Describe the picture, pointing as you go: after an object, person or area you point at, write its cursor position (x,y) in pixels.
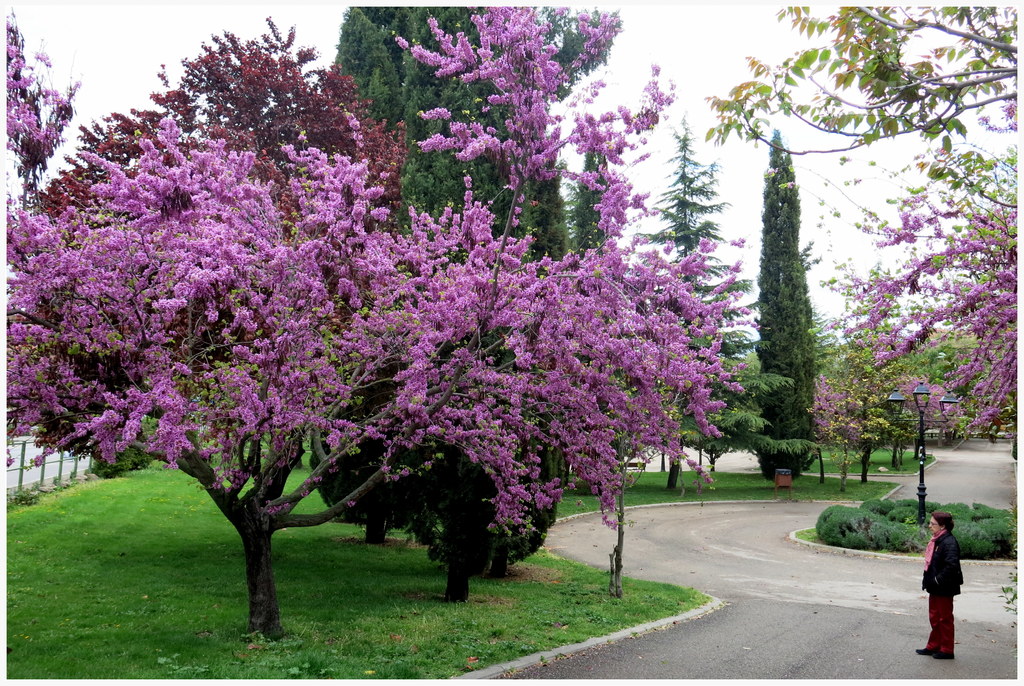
On the right side (933,530), there is a person (933,530) standing on the road (923,604). On the left side (221,573), there are trees (427,404), plants (139,459) and grass (104,581) on the ground (217,612). In the background (974,352), there are trees (966,391), plants (955,528), roads (957,495) and grass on the ground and there are clouds (751,76) in the sky (107,24).
